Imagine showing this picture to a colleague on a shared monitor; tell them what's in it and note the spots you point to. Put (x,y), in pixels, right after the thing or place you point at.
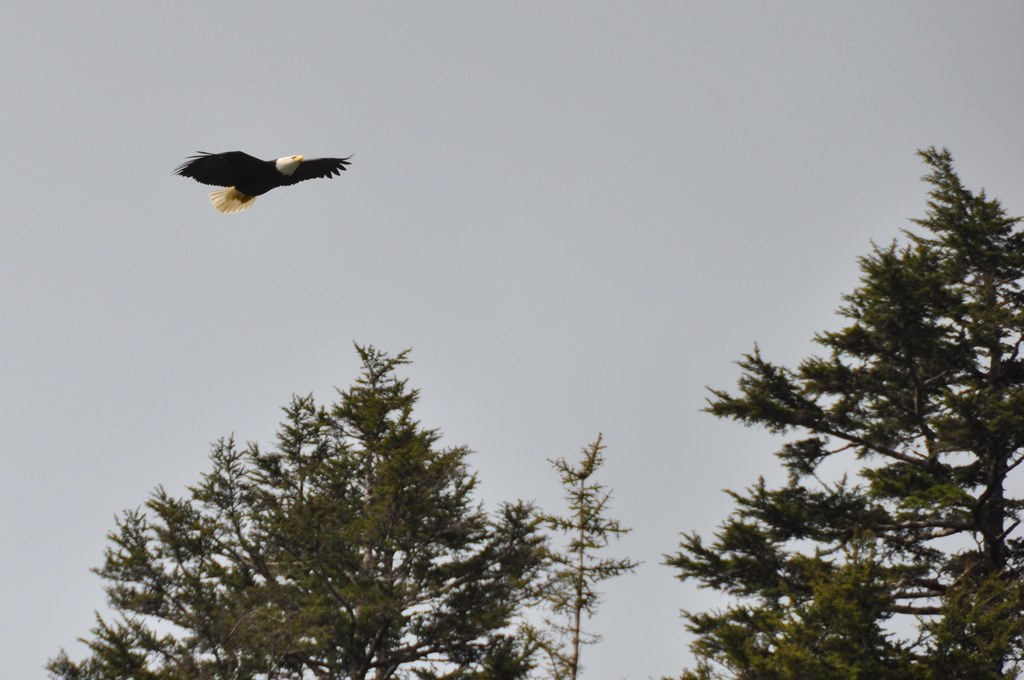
In the picture I can see an eagle (266,163) is flying in the air (294,205). In the background (337,211) I can see trees (442,517) and the sky (500,396).
